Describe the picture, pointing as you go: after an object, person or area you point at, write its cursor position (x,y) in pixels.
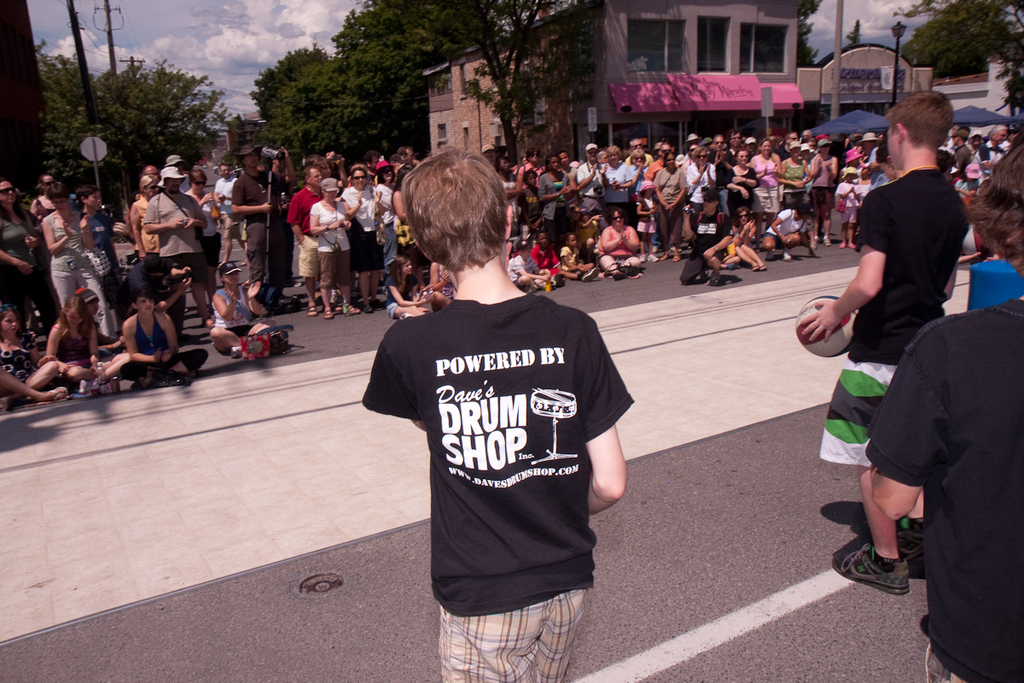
In this picture I can see so many people (647,162) are on the roads (398,468), among them few people (69,357) are sitting on the road (320,341), behind we can see some buildings (615,97), trees (337,132).
